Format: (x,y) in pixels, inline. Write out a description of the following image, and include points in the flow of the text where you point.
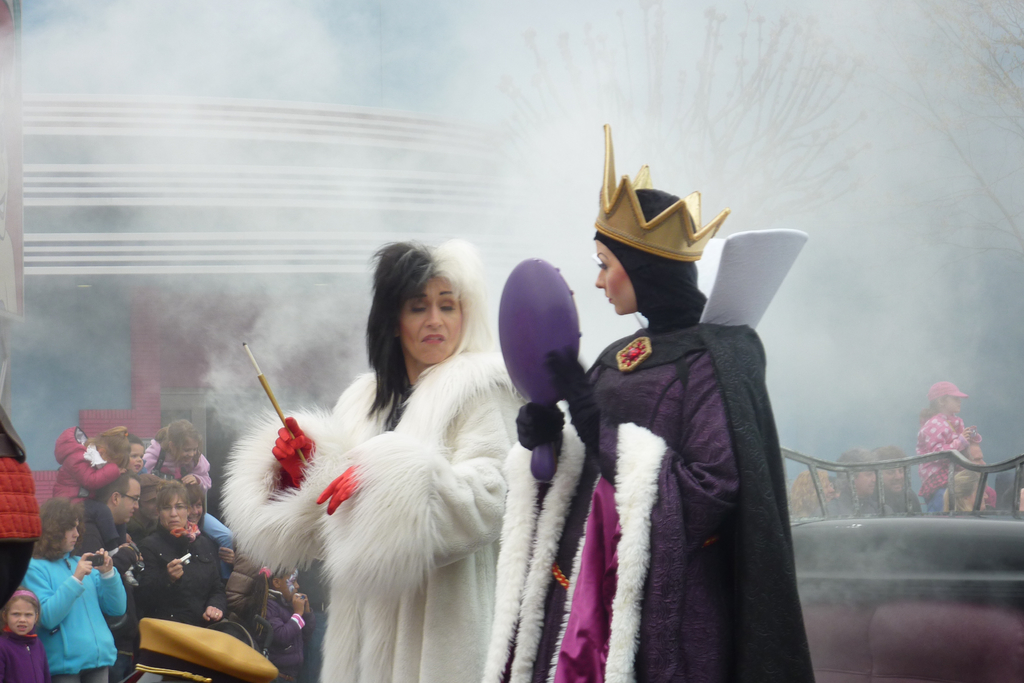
In this image in the front (433,428) there are persons (493,490) standing and in the background (190,486) there are persons (156,515) standing and speaking and on the left side (57,574) there is a person (90,606) standing and holding an object (98,560) which is black in colour and there is fog (375,126) in the background (324,262) and there is a wall (70,352).
